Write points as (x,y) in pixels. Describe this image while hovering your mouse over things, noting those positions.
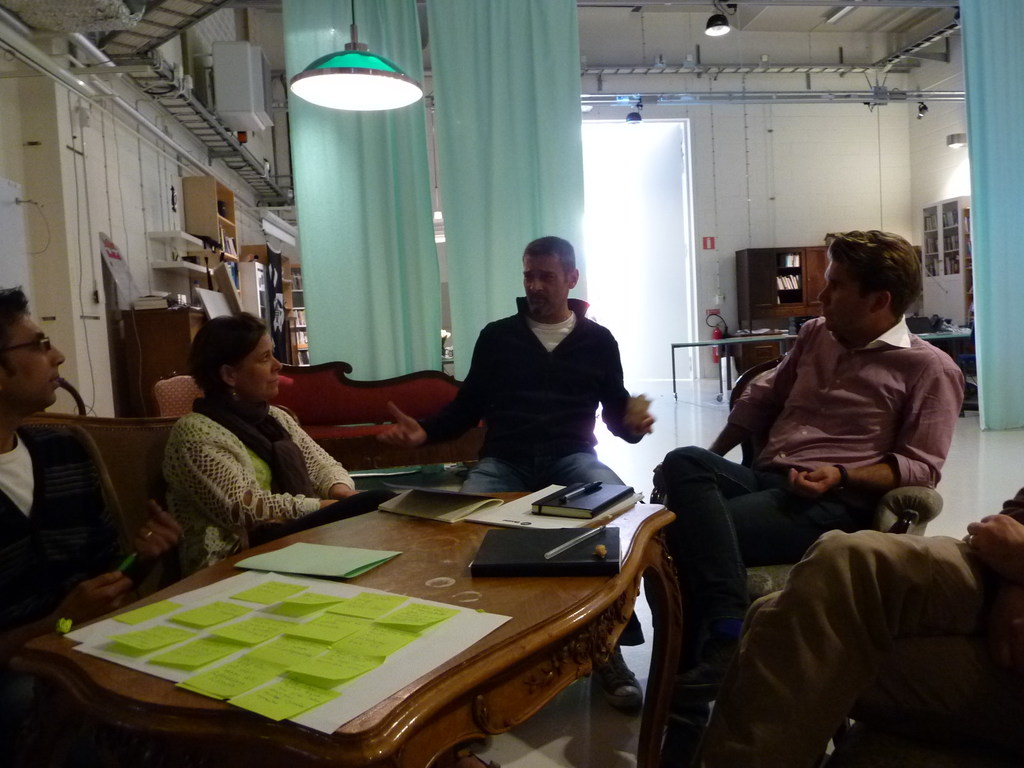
In this image i can see few persons (370,503) sitting around a table (517,651), On the table (390,518) i can see few sticky notes (245,667), few files (360,569), few books (534,540) and few pens (607,527). In the background (513,266) i can see a curtain (503,142), a wall (774,189), a cabinet (761,294) and a light (342,78).
